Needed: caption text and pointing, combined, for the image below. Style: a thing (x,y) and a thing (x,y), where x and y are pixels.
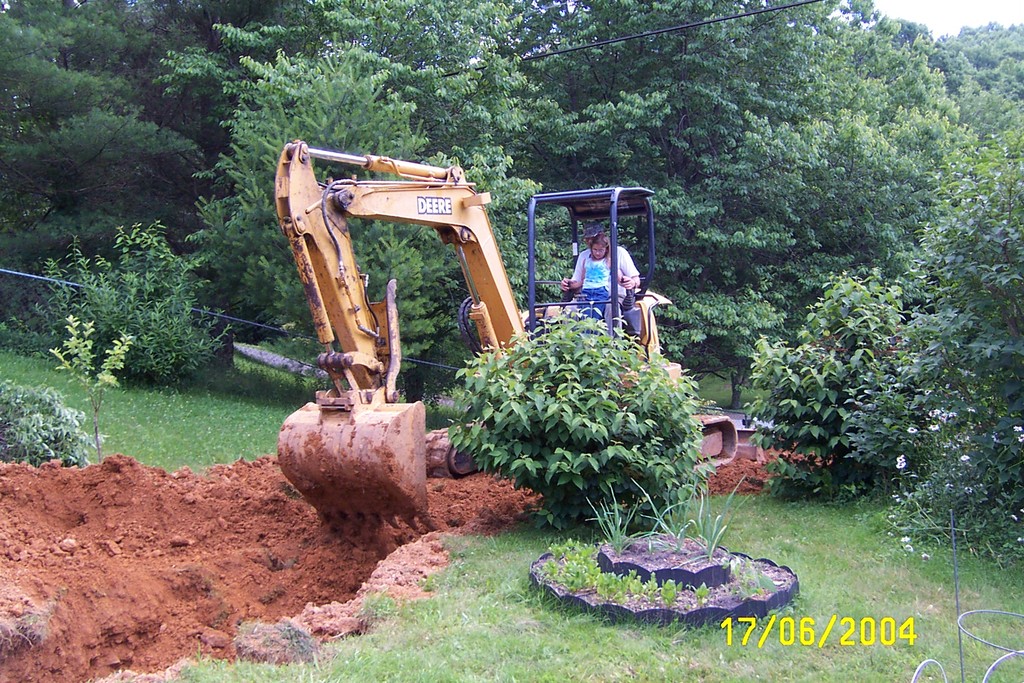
This image is taken outdoors. At the bottom of the image (694,561) there is a ground (385,590) with grass (151,391) and a few plants (73,368) on it. In the background (181,242) there are many trees (232,168) and plants (1021,419). In the middle of the image (362,284) there is a crane (377,433) to dig the ground (253,443). There is a man (628,257) in the crane (618,301).
